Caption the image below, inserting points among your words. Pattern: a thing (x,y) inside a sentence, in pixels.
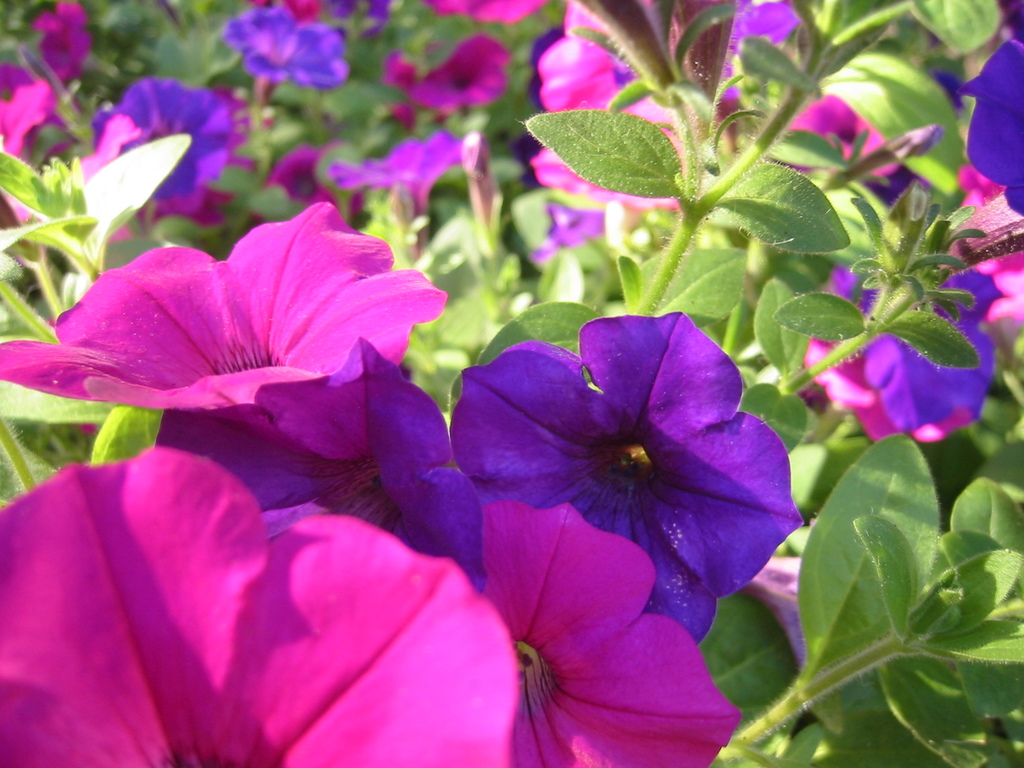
This image is taken outdoors. In this image there are many plants (462,301) with beautiful flowers (311,200). Those flowers (351,479) are purple and pink in colour.
